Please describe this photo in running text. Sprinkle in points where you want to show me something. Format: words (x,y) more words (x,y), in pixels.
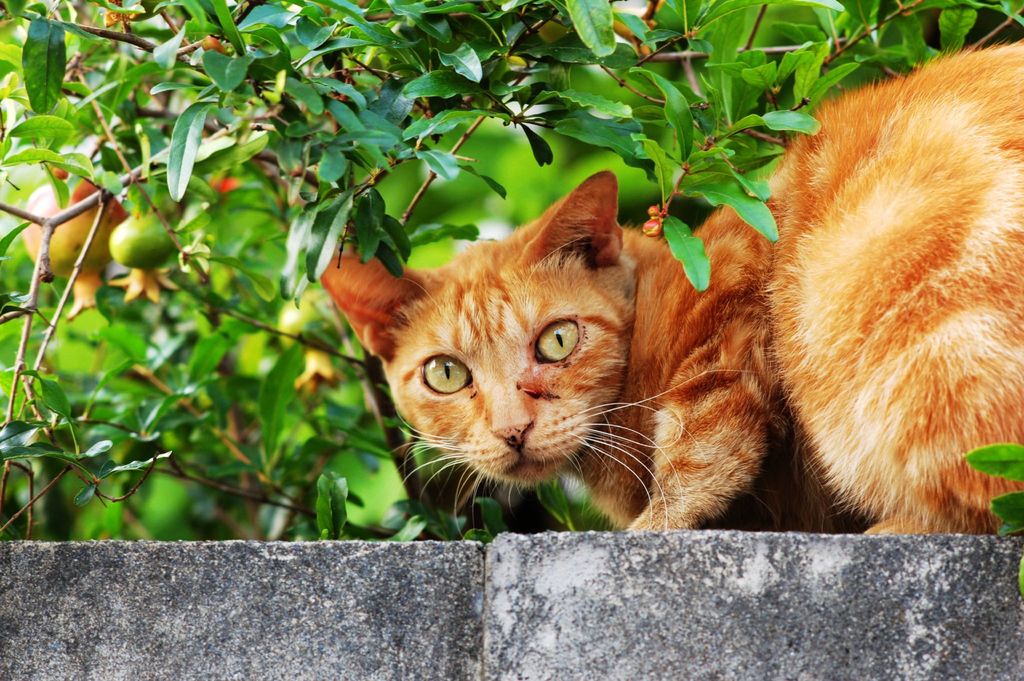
In this picture I can observe an orange color cat (724,304) on the wall (414,553). The wall (339,560) is in grey color. I can observe pomegranate tree (118,214) in the background (276,231).
